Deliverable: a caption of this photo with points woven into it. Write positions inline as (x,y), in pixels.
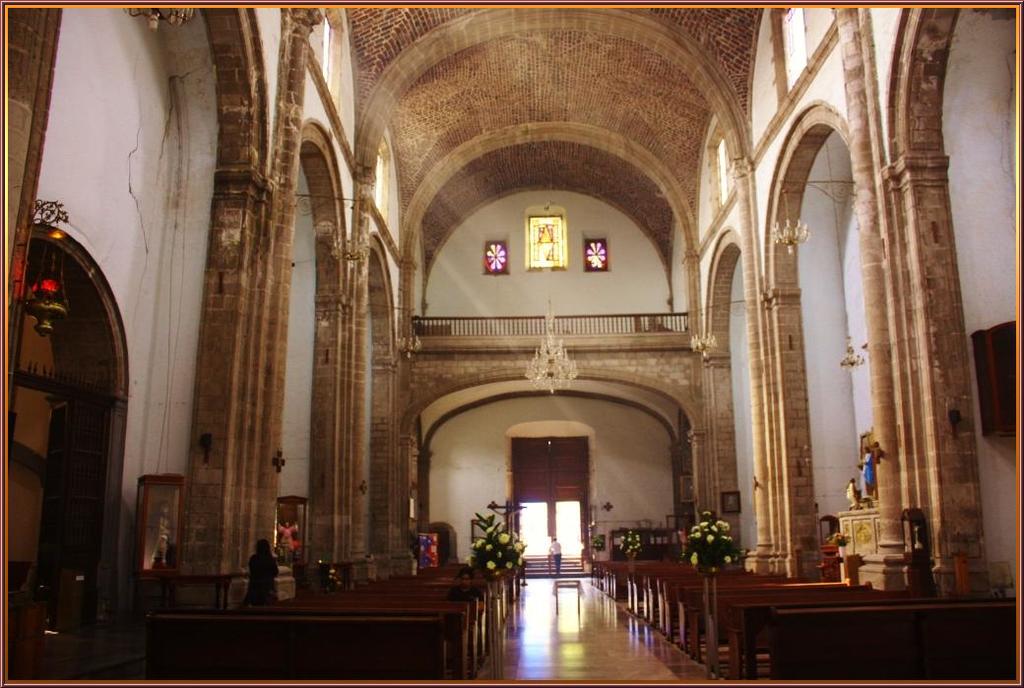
This is an inside view of a building (356,183) and here we can see flower pots (713,555), benches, some people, statues (851,498), ceiling lights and stands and there is a wall (468,239). At the bottom (572,618), there is a floor (575,620).
